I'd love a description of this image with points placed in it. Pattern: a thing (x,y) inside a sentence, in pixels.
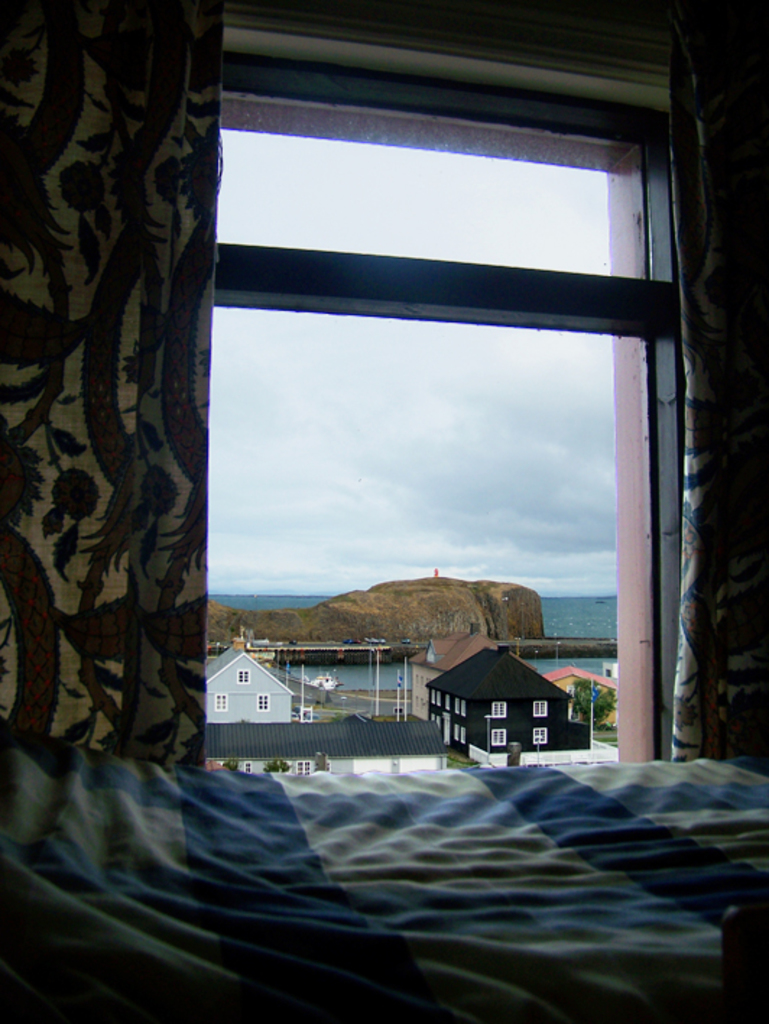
This is an image taken from inside the room (166,929). At the bottom (295,949) there is a bed (337,971). In the middle of the image (315,574) there is a glass window (424,417). On the both sides of it I can see the curtains (106,445). Through the window (287,446) we can see the outside view. In the outside there are many buildings (481,711), poles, an ocean (567,635) and a hill (387,613). At the top of the image (277,319) I can see in the sky (356,424).
